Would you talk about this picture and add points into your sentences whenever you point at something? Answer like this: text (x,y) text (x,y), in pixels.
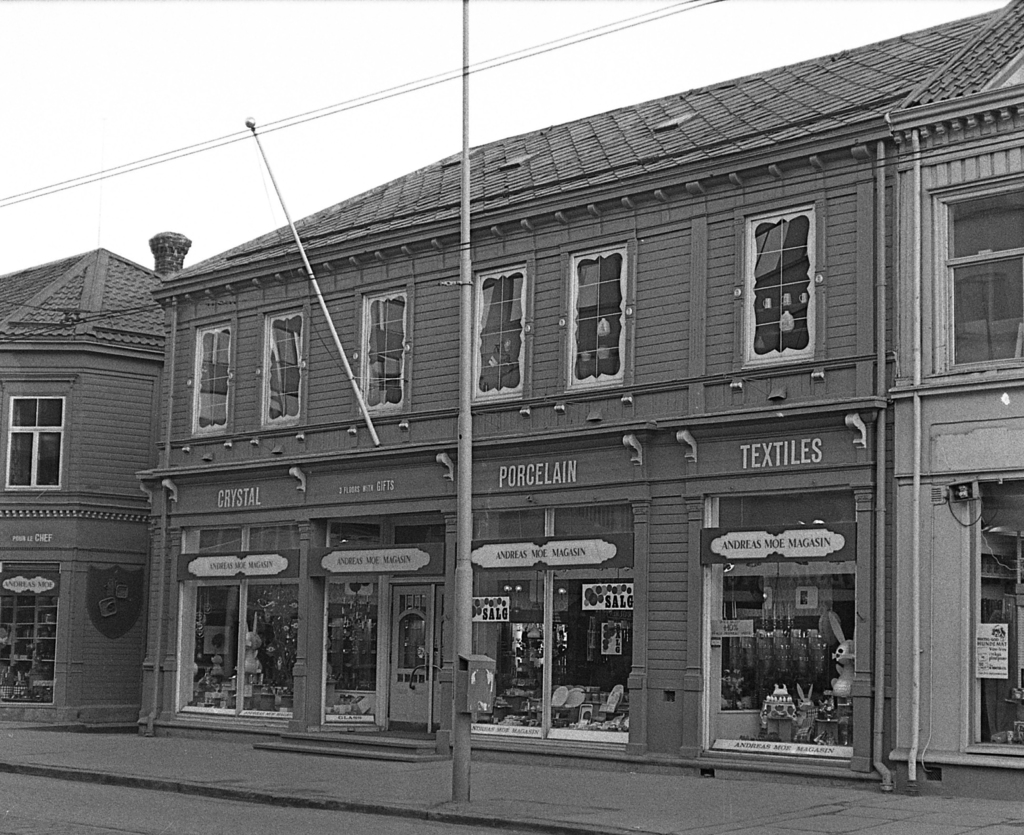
This is a black and white image. In the foreground of the picture (952,822) there are road (110,811), footpath (315,758), current pole (464,110) and cables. In the center of the picture (613,305) there are buildings (436,472), windows (571,659), pipes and objects (618,697) in the buildings (234,645). Sky (352,83) is cloudy.
